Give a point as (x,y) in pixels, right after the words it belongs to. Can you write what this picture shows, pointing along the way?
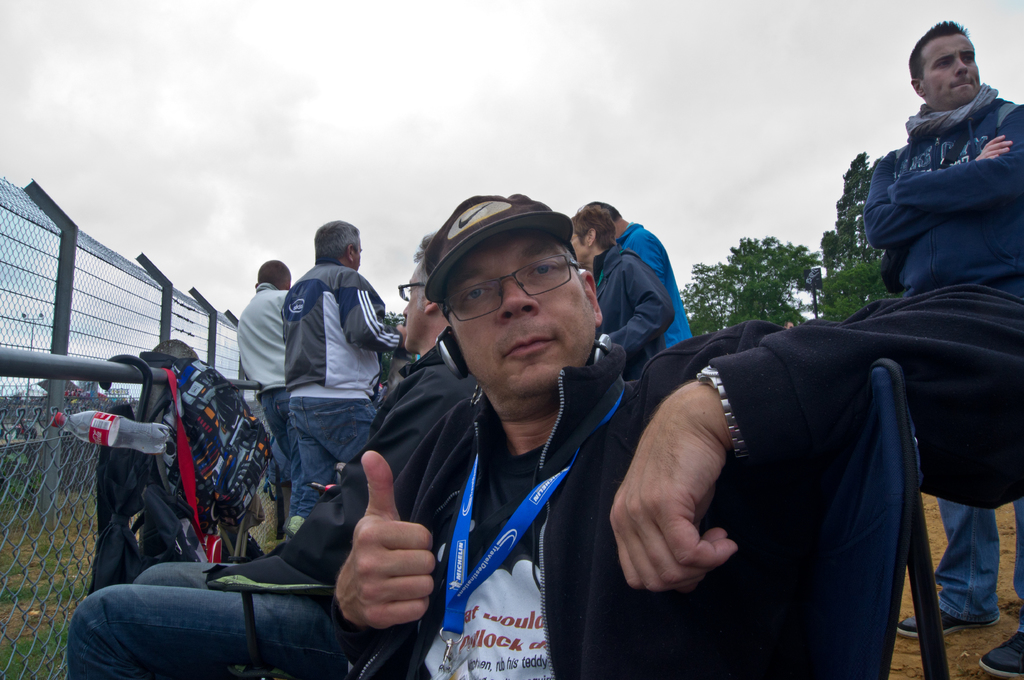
In the center of the image (582,371), we can see a person (495,511) sitting on the chair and wearing an id card (522,522), a headset (445,348), glasses (491,310) and a cap (483,217). In the background (625,227), there are some other people (628,240) and are wearing coats (889,180) and we can see trees (842,268), a mesh (117,335) and some bags (169,421) and a bottle (97,424). At the top (374,111), there is sky (250,106).
